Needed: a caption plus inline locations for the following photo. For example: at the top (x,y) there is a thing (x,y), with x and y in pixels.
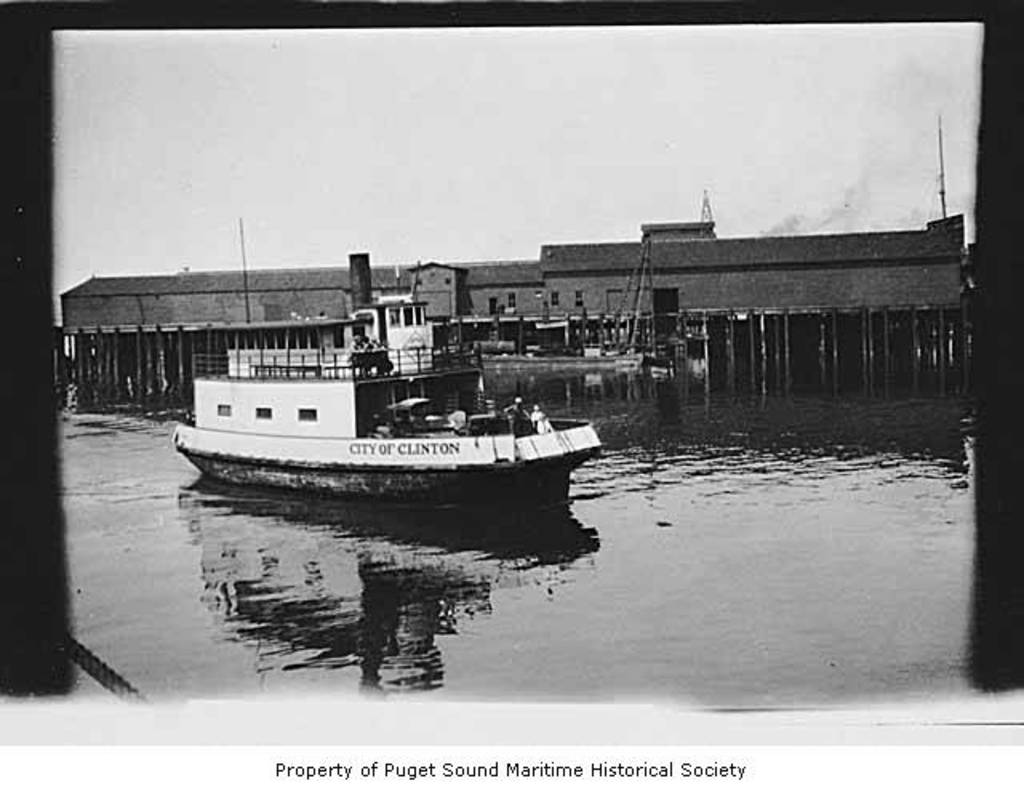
This image consists of a poster (606,727) in which we can see a boat (311,418) in white color. At the bottom (627,599), there is water (765,406). In the background (212,287), there is a building (211,307). At the top (433,143), there is sky (286,200).
